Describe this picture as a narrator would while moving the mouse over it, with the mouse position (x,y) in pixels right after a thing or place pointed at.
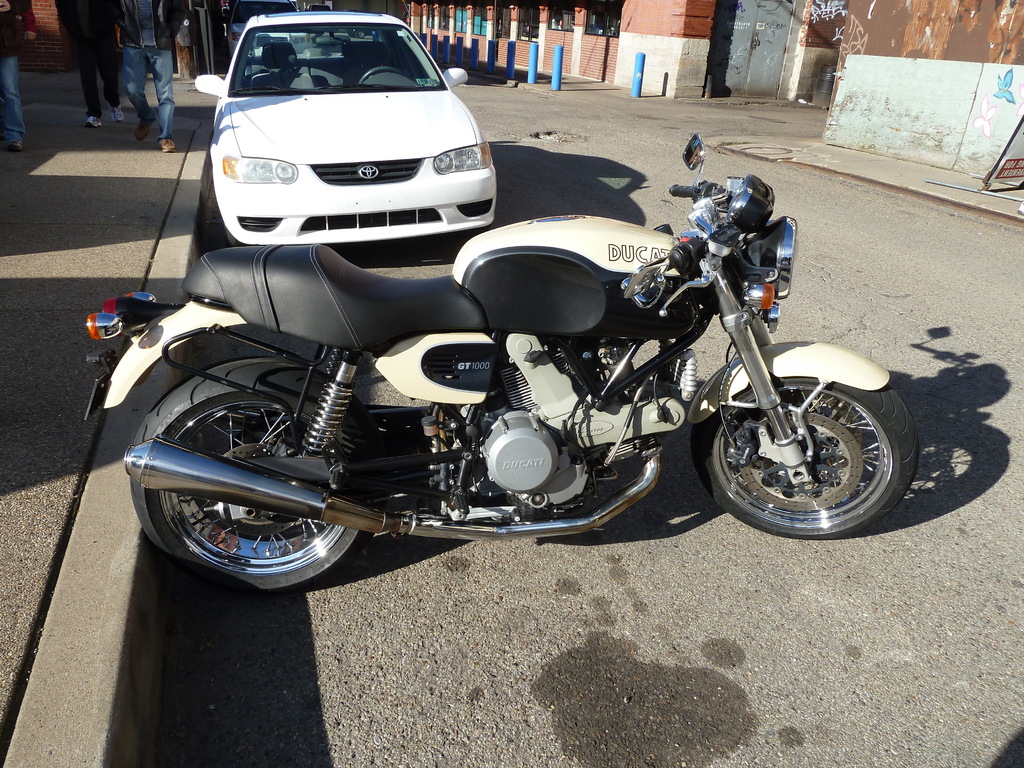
In this picture there is a white and black color bike (479,363) on the road (308,635) in front of a white color car (358,118). On the left side (88,55) there are three members (14,44) walking on the footpath (64,155). On the right side (693,62) there is a house (606,23) and blue color poles (490,49).
